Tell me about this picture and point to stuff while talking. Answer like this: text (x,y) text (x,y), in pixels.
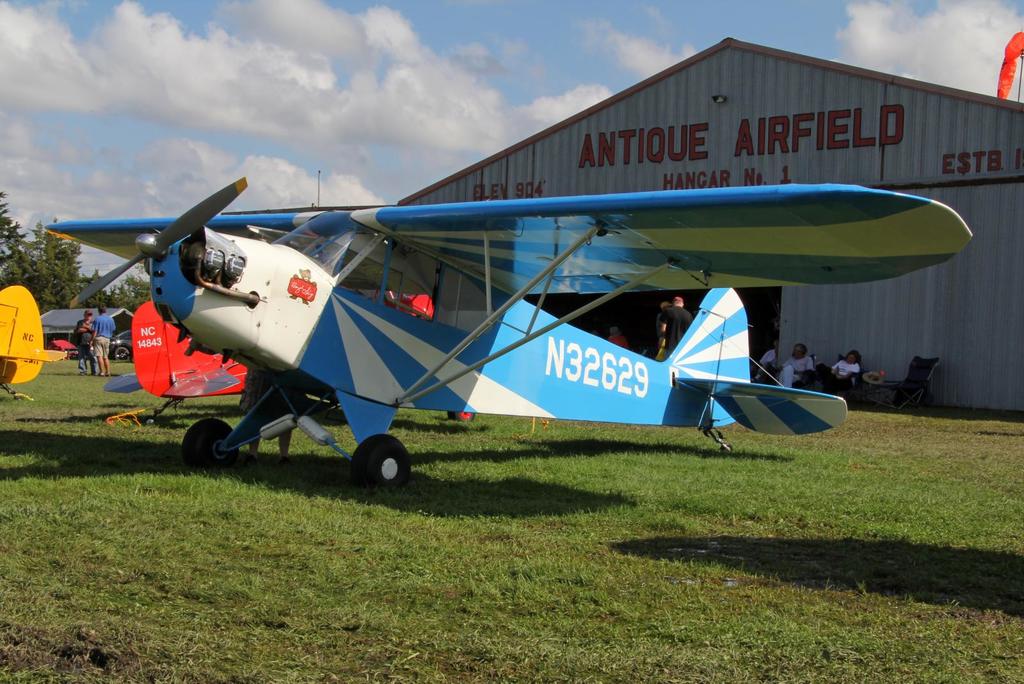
In this picture, we can see a few aircraft's (259,305) on the ground (415,578), and we can see the ground (497,607) covered with grass (277,535), and we can see trees (56,266), shed (758,93), and the sky (445,96) with clouds (982,72).
